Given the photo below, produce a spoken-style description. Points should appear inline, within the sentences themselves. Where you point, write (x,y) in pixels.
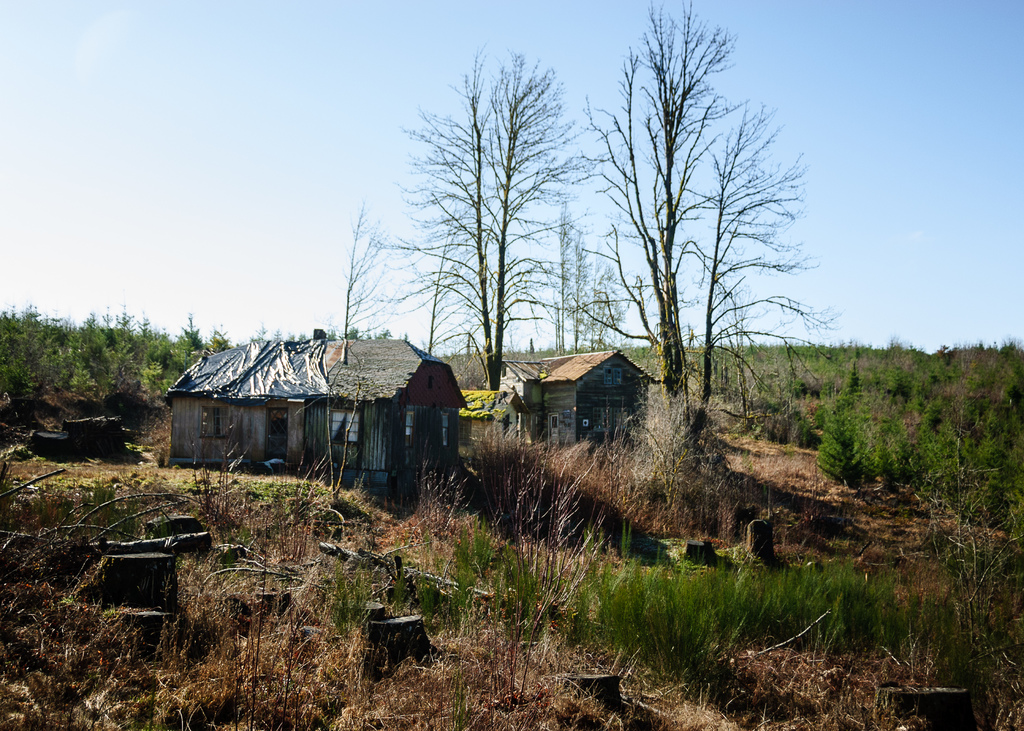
In this picture we can see two houses (553,429) and trees (685,367) in the middle (363,424), at the bottom (427,690) there is grass (504,687), in the background (47,368) we can see some plants (88,371), there is the sky (413,19) at the top of the picture (298,57).
